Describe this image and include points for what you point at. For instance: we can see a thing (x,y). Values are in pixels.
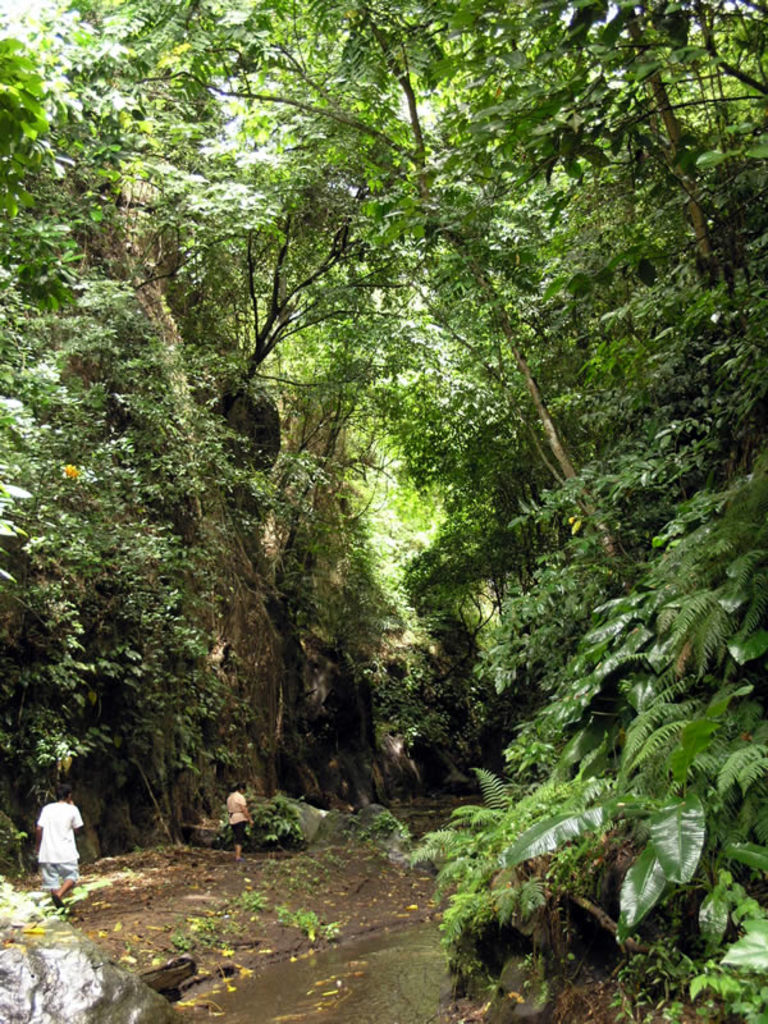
In the foreground (259,933), I can see two persons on the ground (275,941) and water (277,968). In the background (30,302), I can see trees (355,569), grass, rock (320,762) and the sky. This image is taken, maybe during a day.
